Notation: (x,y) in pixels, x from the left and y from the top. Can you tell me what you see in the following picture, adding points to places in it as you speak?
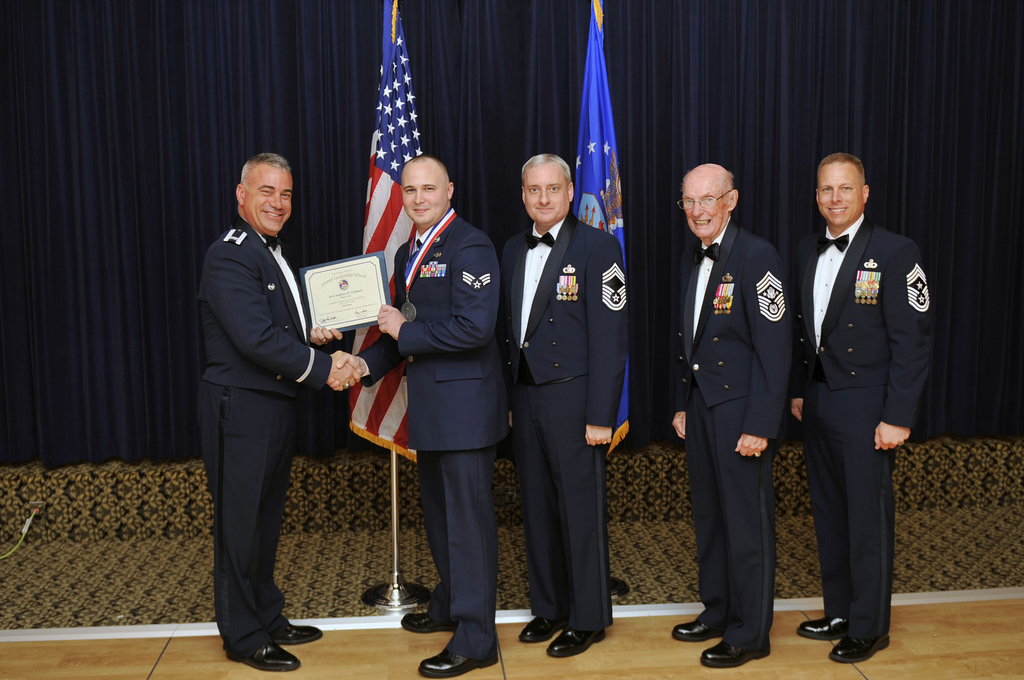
In this image I can see the group of people (554,338) standing and wearing the uniforms (540,330). I can see two people (314,340) are holding the frame (343,308). In the back (417,150) there are two flags (378,174) can be seen. In the background (332,119) I can see the navy blue color curtain (363,106).
